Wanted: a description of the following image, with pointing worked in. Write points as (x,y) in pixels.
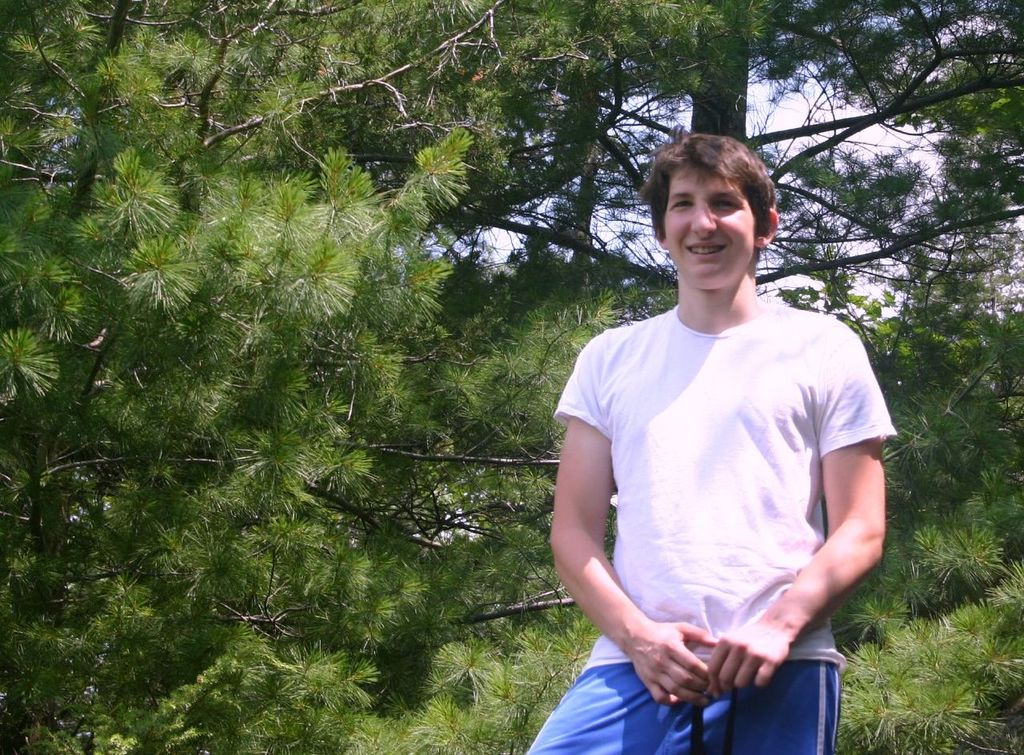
In this image we can see one man (658,499) with a smiling face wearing a white T-shirt (631,417) and standing. There are some trees (319,326) in the background (969,475) and in the background (821,96) at the top (814,84) there is the sky (805,104).
